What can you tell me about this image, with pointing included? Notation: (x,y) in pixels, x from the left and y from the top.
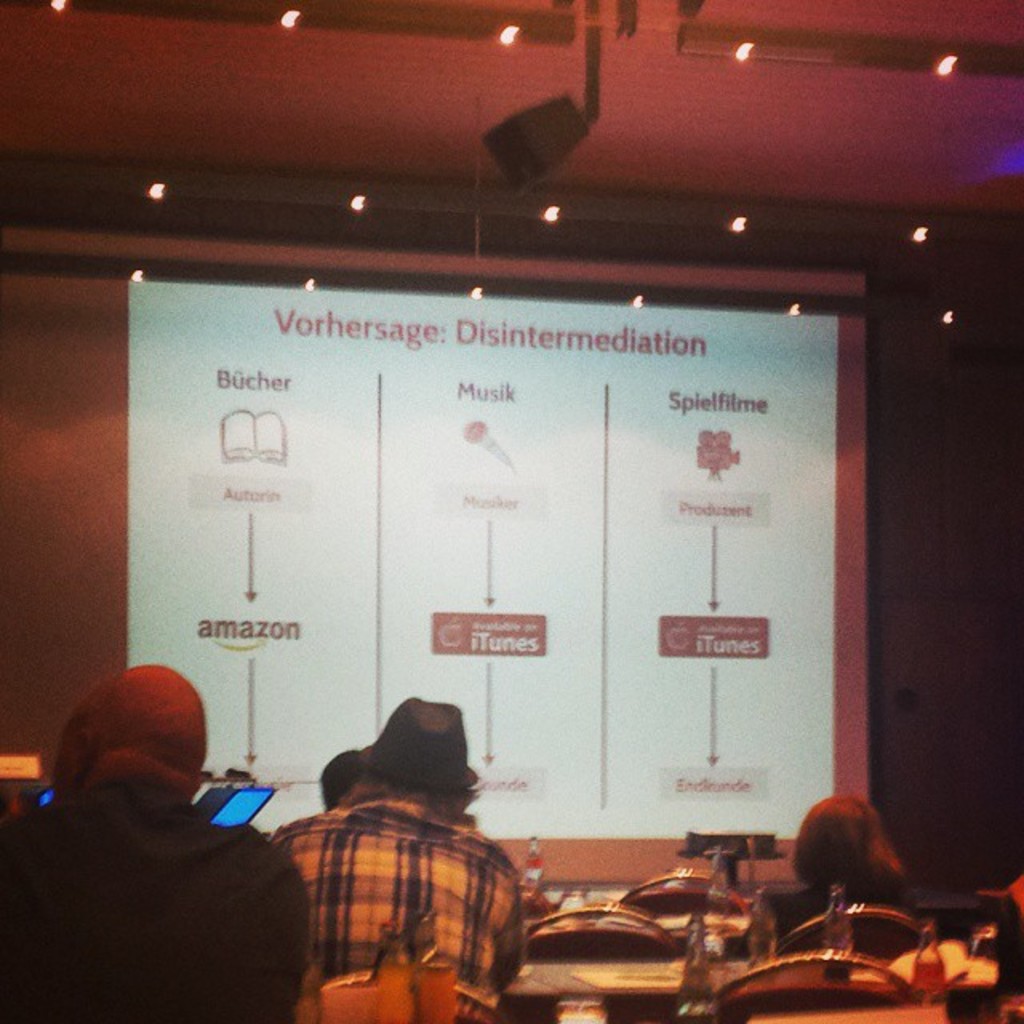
At the bottom of the image (159,871) we can see people (168,898) sitting. There are tables (678,962) and chairs (830,969). In the center (363,602) there is a screen (388,497). At the top (297,8) there are lights (286,15).
